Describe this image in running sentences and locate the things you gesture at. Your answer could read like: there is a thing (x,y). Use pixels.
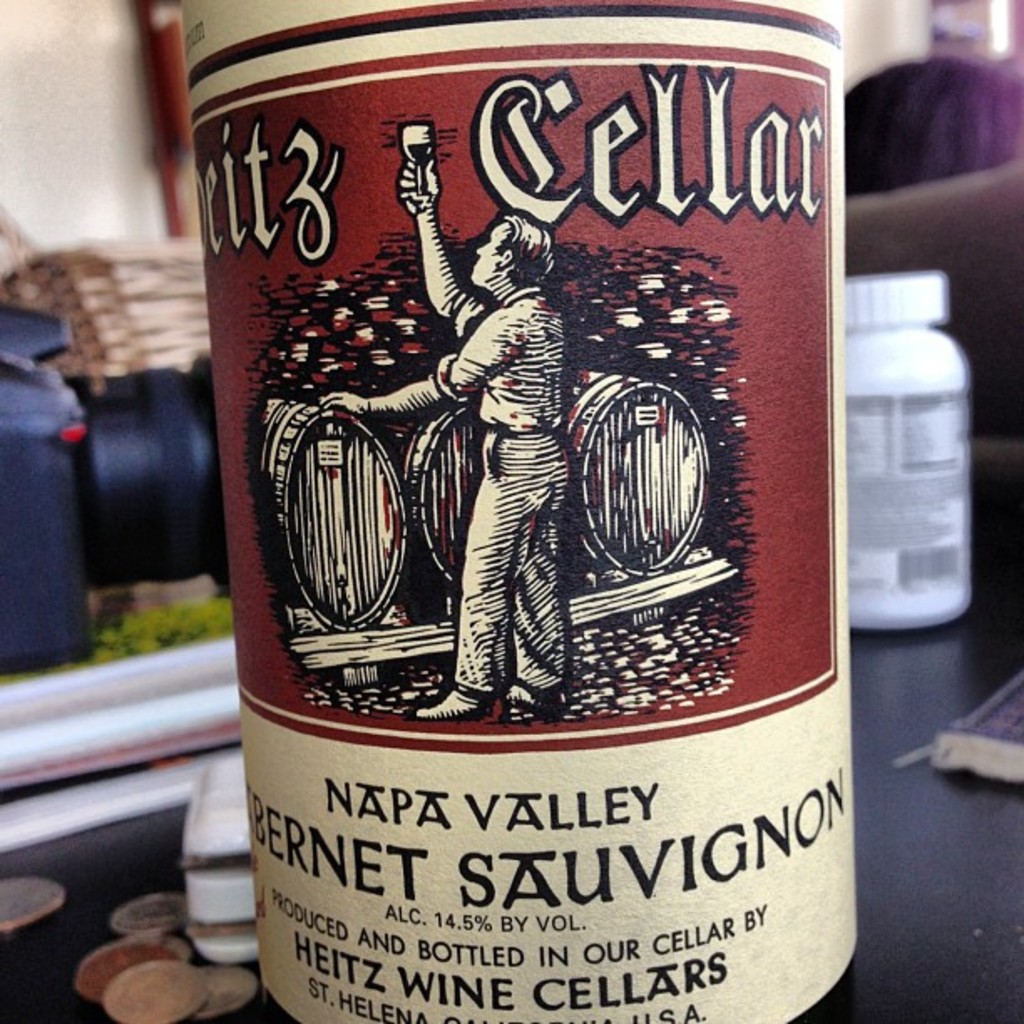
In this picture I can observe sticker (377,507) on the wine bottle (530,856). The sticker (663,370) is in maroon and cream color. The bottle (436,568) is placed on the table (912,799). The background (67,163) is blurred.
